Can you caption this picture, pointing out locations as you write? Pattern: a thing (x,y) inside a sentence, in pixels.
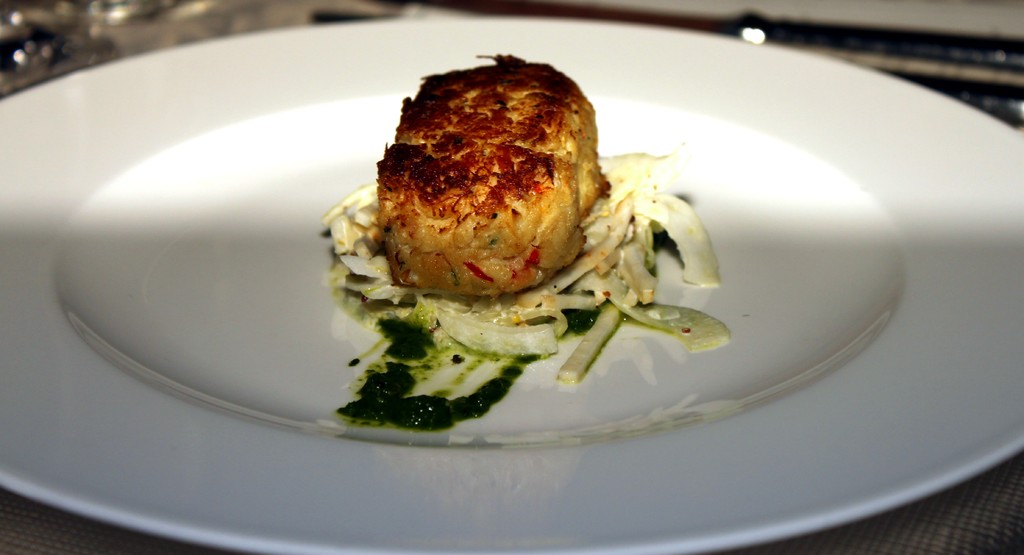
In this image there is some food item (449,230) served on a white plate (312,278).
